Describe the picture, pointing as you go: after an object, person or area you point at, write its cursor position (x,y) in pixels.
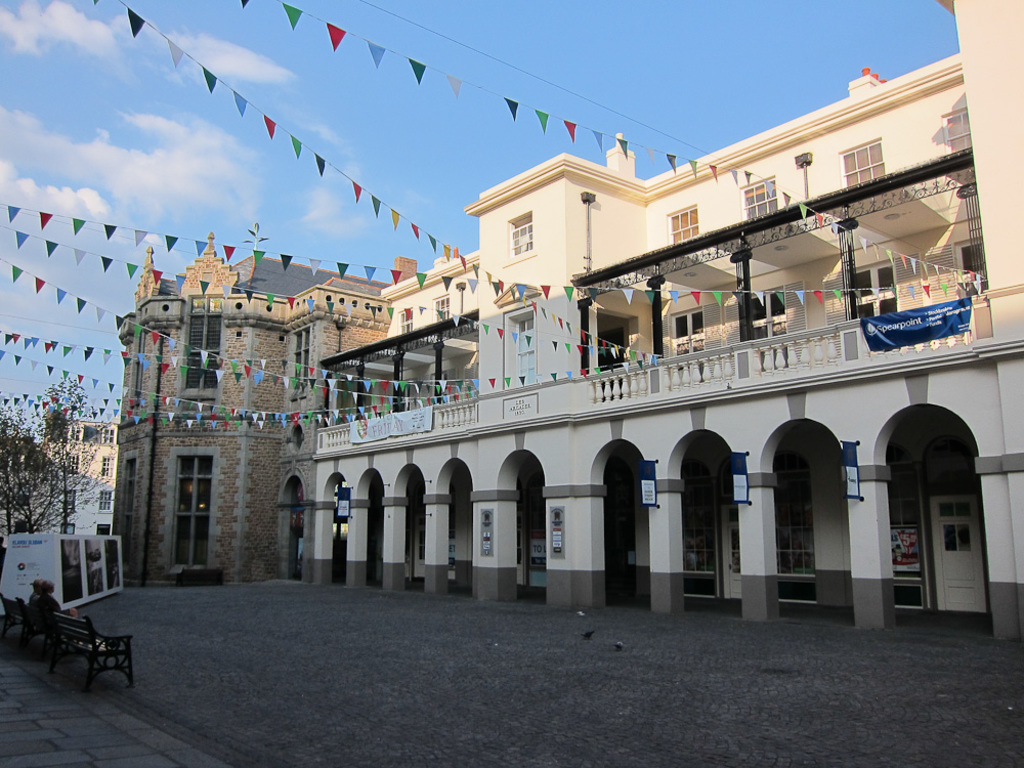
In this picture I can see buildings (189,387) and couple of them (37,605) seated on the bench (27,615) and I can see another bench (96,650) on the side and a display board (118,548) on the ground (160,608) and I can see couple of banners (896,328) with some text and few color papers (390,213) and a blue cloudy sky (469,136) and I can see a tree (14,500) on the left side of the picture (72,459).
